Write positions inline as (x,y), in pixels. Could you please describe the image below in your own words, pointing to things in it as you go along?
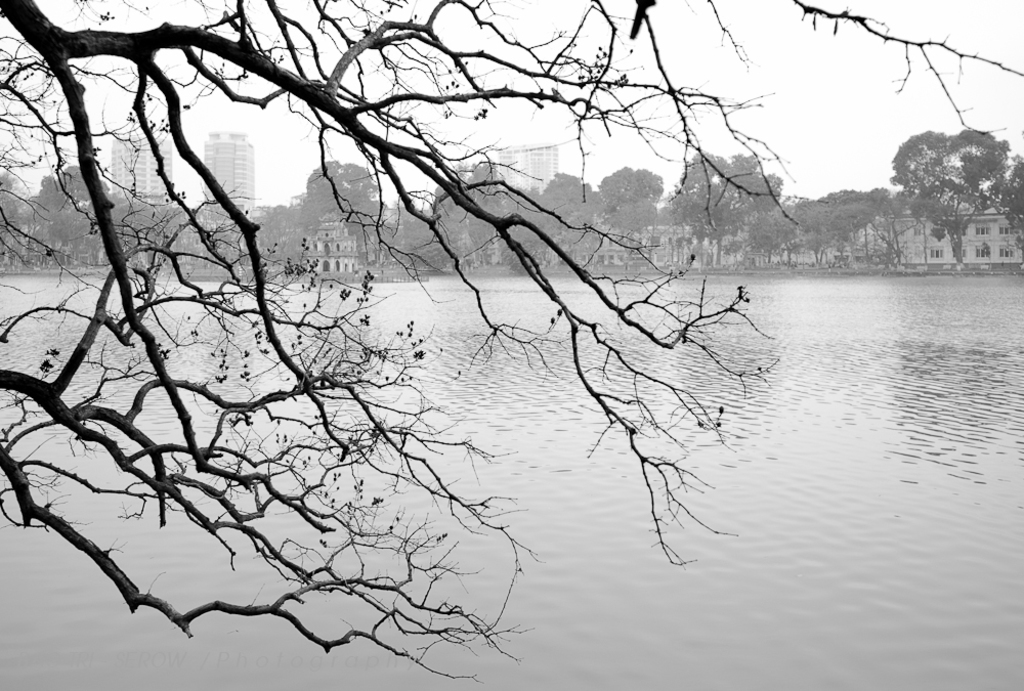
In this image I can see the water (736,572). In front (158,153) I can see the dried tree (80,482), background (750,232) I can see few trees (354,228), buildings (154,177) and the sky (713,81) is in white color.
